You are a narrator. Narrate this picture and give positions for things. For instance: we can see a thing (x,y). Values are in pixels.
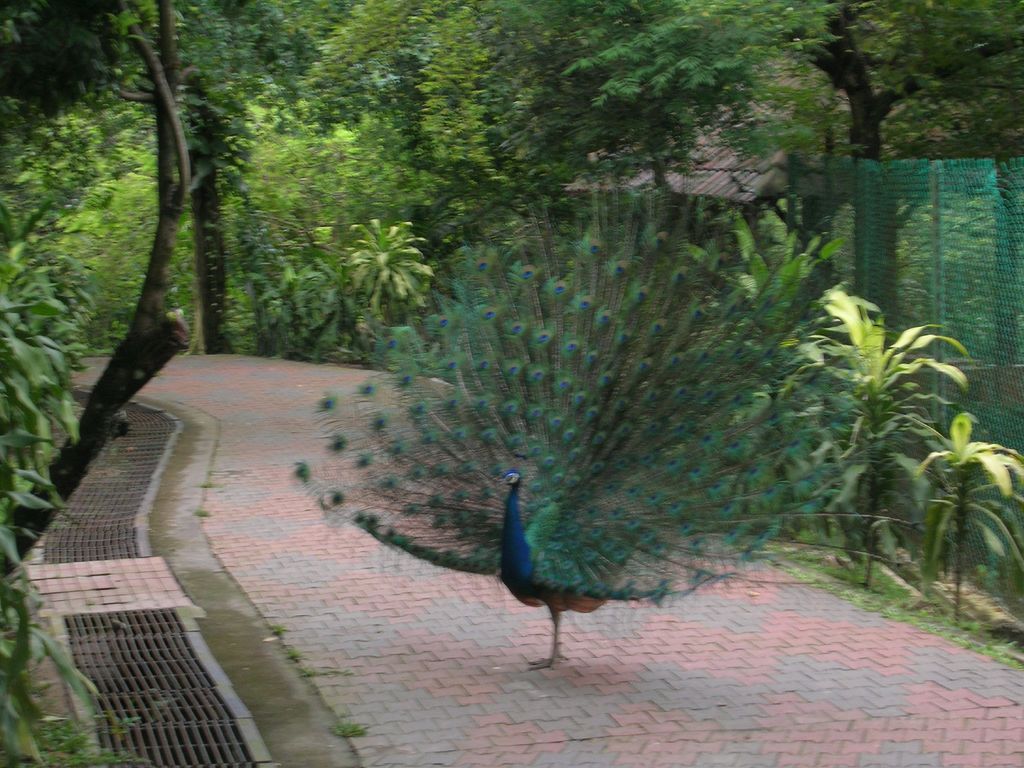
In this picture we can see a peacock (605,409) on the path (533,638). There are a few plants (885,467), fence (934,386) and a house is visible on the right side (837,497). We can see brown objects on the path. We can see some trees (105,208) in the background (904,147).
